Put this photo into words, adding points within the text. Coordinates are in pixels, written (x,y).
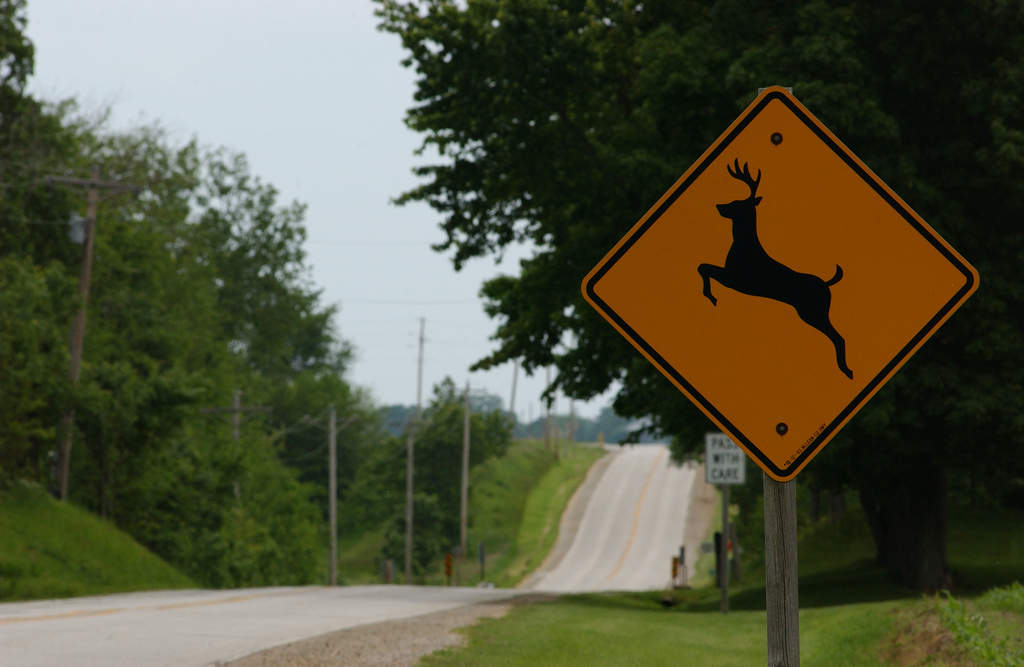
On the left side (251,619), there is a road (590,533). On the right side (909,306), there is a yellow color sign board (867,285) attached to the pole (783,564) near grass (647,619) on the ground (842,607). In the background (736,452), there is a hoarding (739,473) attached to the pole (726,554), there are trees (504,325), poles (331,529) and there is sky (377,238).
